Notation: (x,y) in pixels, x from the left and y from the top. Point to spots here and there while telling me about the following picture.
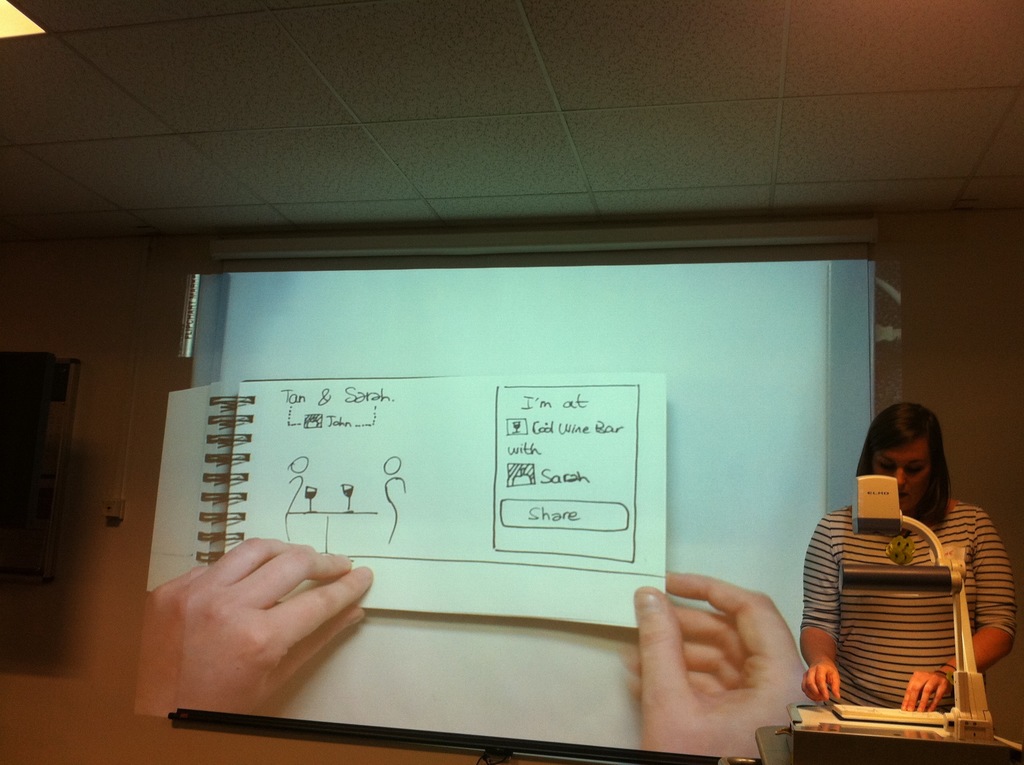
In the center of the picture (379,369) there is a projector screen (853,452). On the right (877,595) there is a woman (886,633) and there are podium (894,739), book (859,713) and an object (926,574). On the left (40,452) there is an object (29,451). At the top (351,90) it is ceiling (535,119). At the top left (35,31) there is a light (22,28).
